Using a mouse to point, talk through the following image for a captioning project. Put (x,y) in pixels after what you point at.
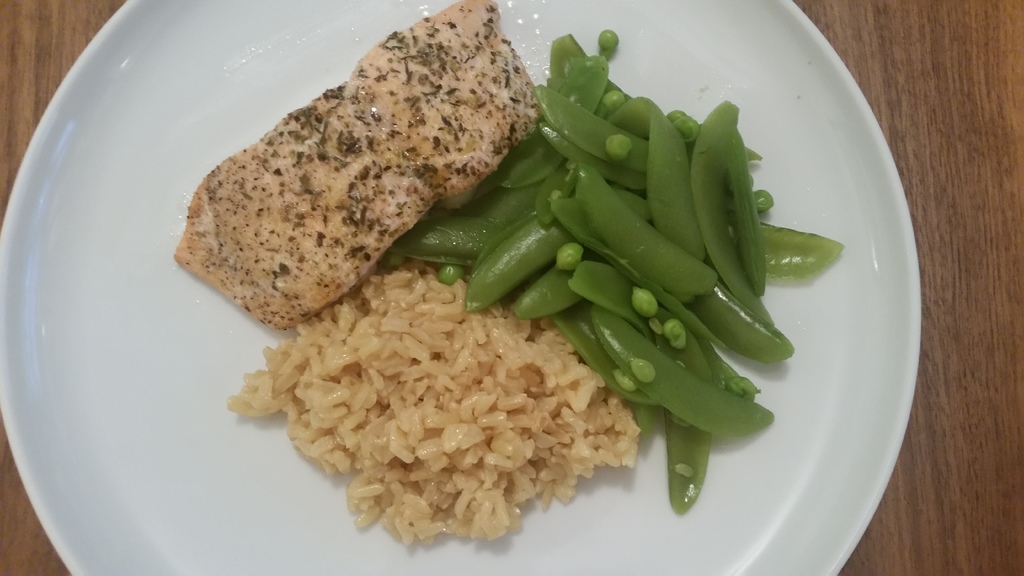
In this image, we can see some food (435,244) and eatable items (552,274) on the white plate (64,559). This plate (913,370) is placed on the wooden surface (941,230).
